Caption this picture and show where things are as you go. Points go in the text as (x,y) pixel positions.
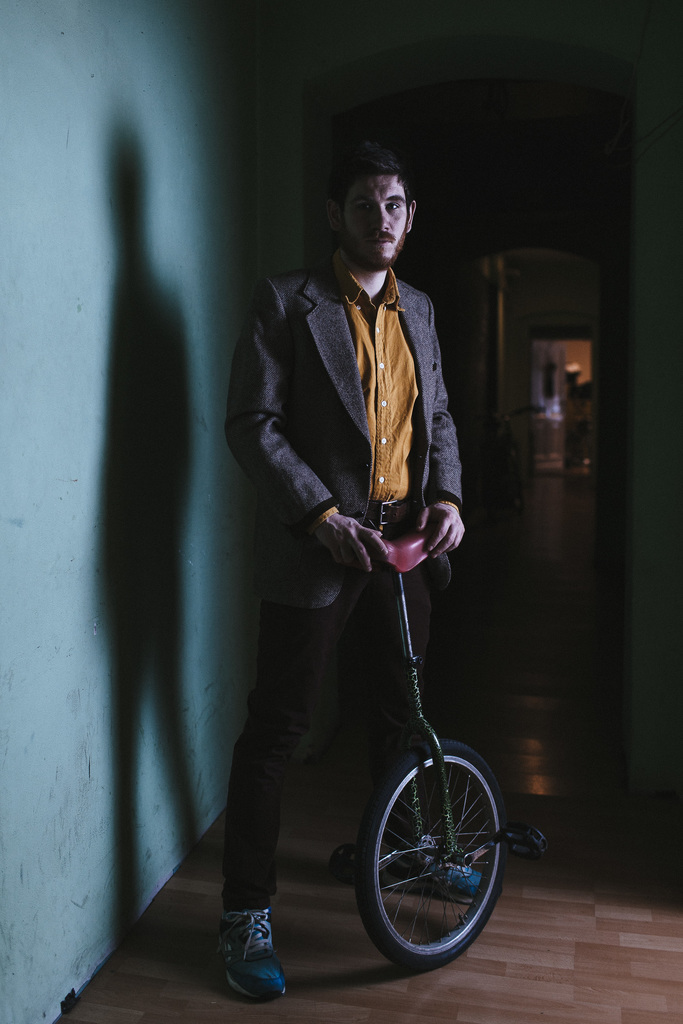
In this image we can see a man (353,604) holding a cycle (413,549), there is a wall (136,535) beside the man (440,577) and a dark background (564,527).
